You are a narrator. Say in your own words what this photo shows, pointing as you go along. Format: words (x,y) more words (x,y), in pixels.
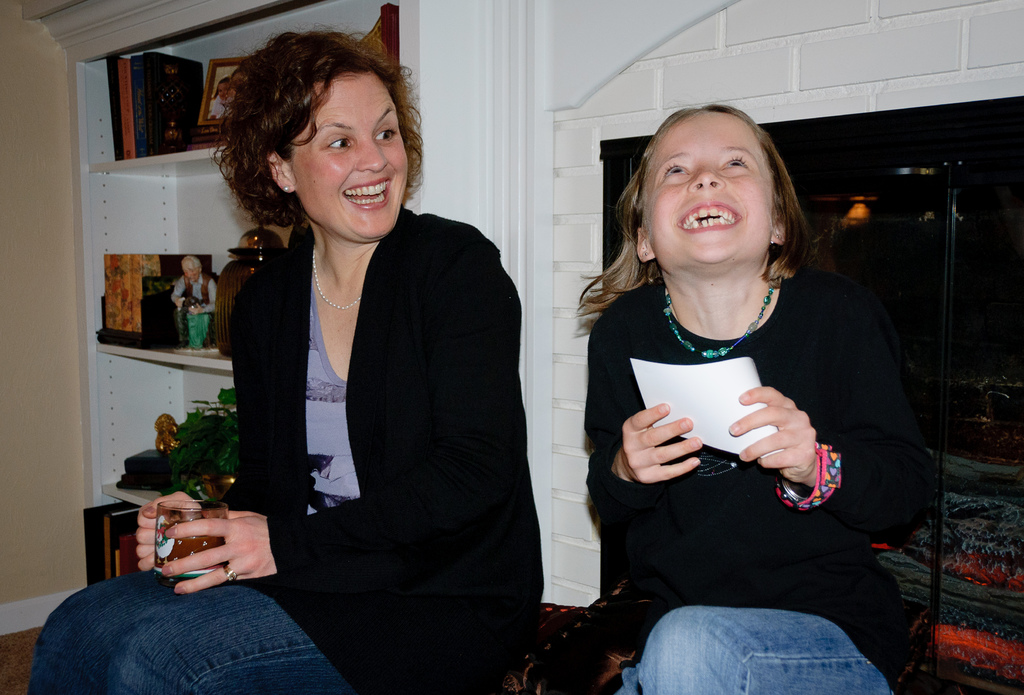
In this picture we can see a woman (432,345) and a girl (846,575), they are smiling, girl (829,574) is holding an object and a woman (490,574) is holding a cup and in the background (529,465) we can see a wall (529,450), shelves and some objects (955,595).
